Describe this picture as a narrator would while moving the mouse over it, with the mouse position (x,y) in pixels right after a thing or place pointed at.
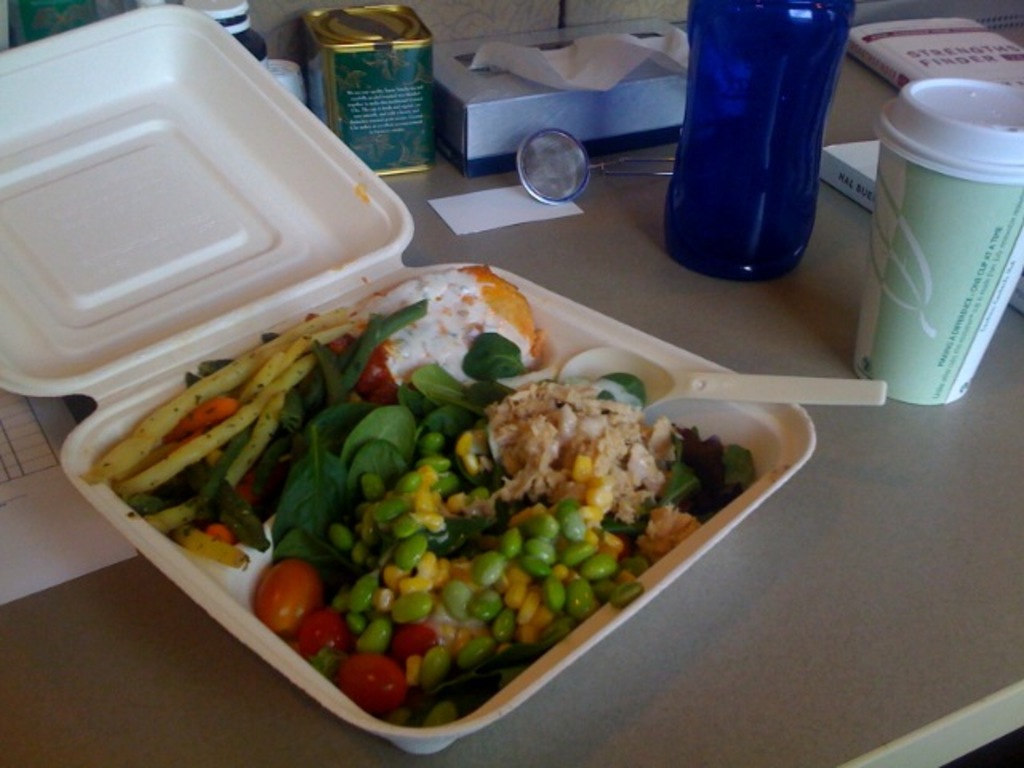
In this picture there is an edible (532,470) and a spoon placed in a box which is on the table (688,608) and there is a bottle (748,95), two books (872,55) and some other objects (942,107) beside it.
